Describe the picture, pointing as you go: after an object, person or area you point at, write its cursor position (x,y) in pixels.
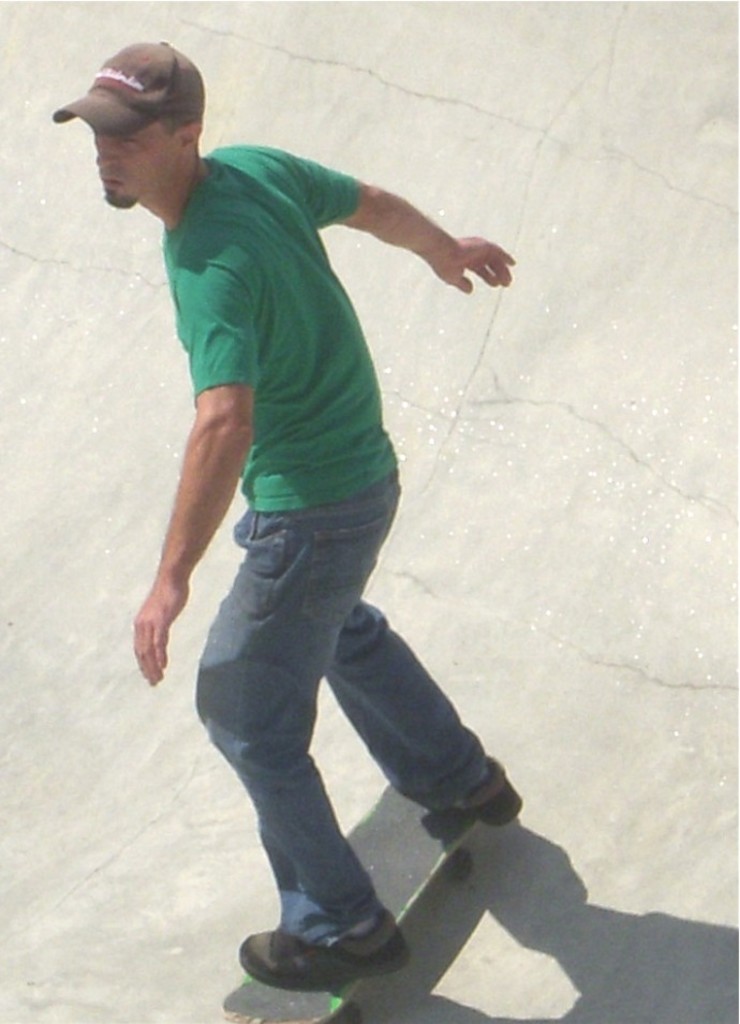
In this image we can see a person (336,565) is skating, he is wearing a green color T-shirt (246,277), and a cap (124,88).
